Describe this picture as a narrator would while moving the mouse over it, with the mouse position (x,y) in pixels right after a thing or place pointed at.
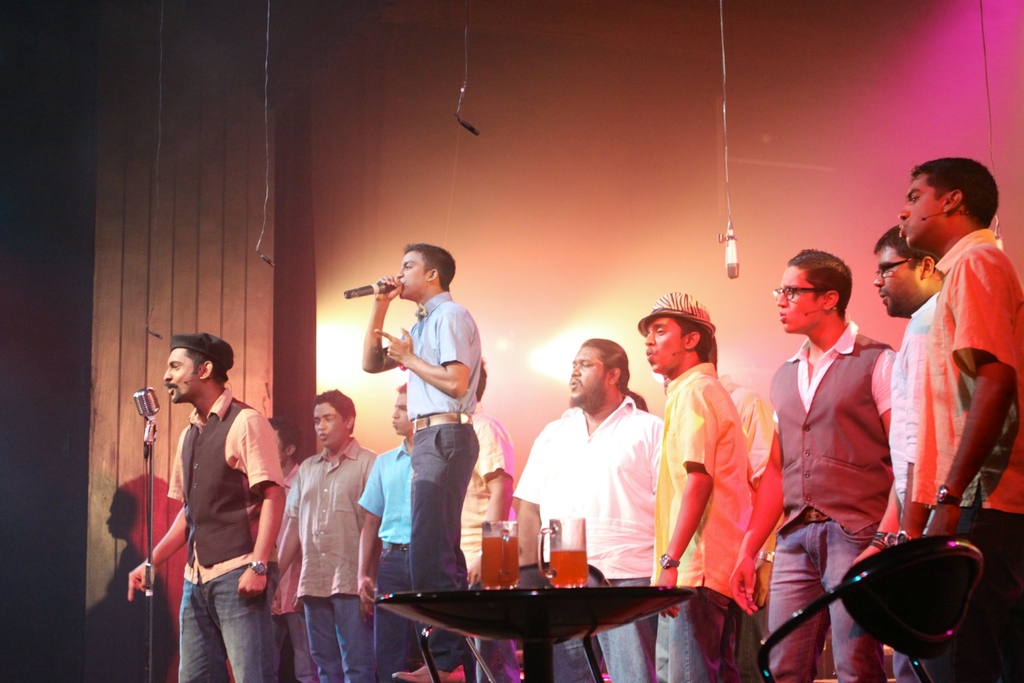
In the center of the image (468,353) a man (468,353) is standing and holding a mic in his hand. In the background of the image (536,446) a group of people (763,443) are standing. On the left side of the image (213,439) a man (213,459) is standing and wearing a hat (208,341), a mic (153,411) is there. At the bottom of the image (558,613) we can see chairs (960,588) and table (519,592) are there. On the table (510,602) we can see two mugs (513,566) are there. In the background of the image (454,292) a wall (558,226), wires (723,55), mics (730,261) are present.
